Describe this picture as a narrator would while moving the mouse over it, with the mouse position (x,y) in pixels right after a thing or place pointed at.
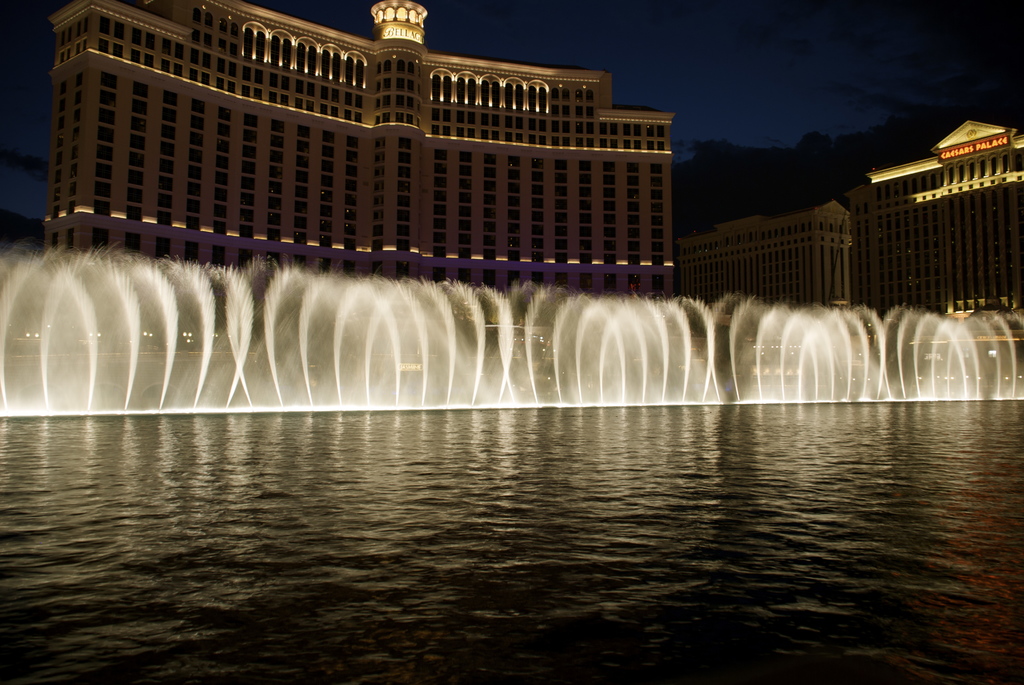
In the picture we can see a water surface (866,562) and far away from it, we can see the fountain (884,344) and behind it we can some buildings (856,293) and the sky (998,82).
